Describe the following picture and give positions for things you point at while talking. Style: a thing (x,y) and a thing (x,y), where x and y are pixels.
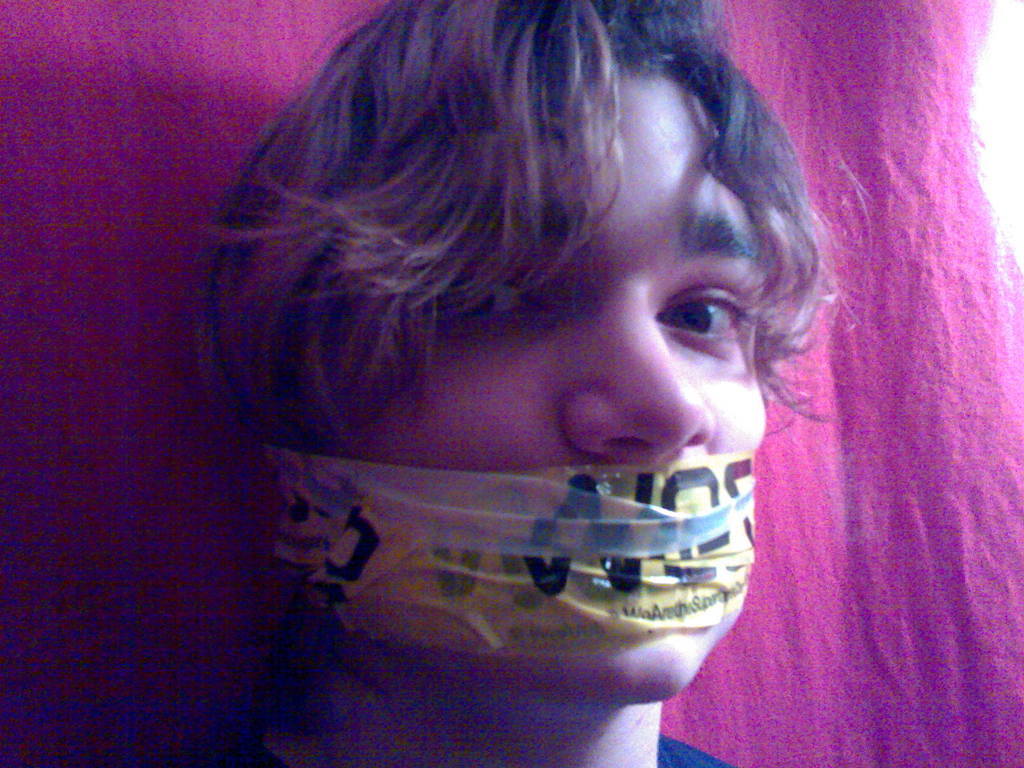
In this picture we can see a person (796,406), in the background (907,385) there is a cloth (910,390), we can see tape (624,543) on this person's mouth (605,562).
